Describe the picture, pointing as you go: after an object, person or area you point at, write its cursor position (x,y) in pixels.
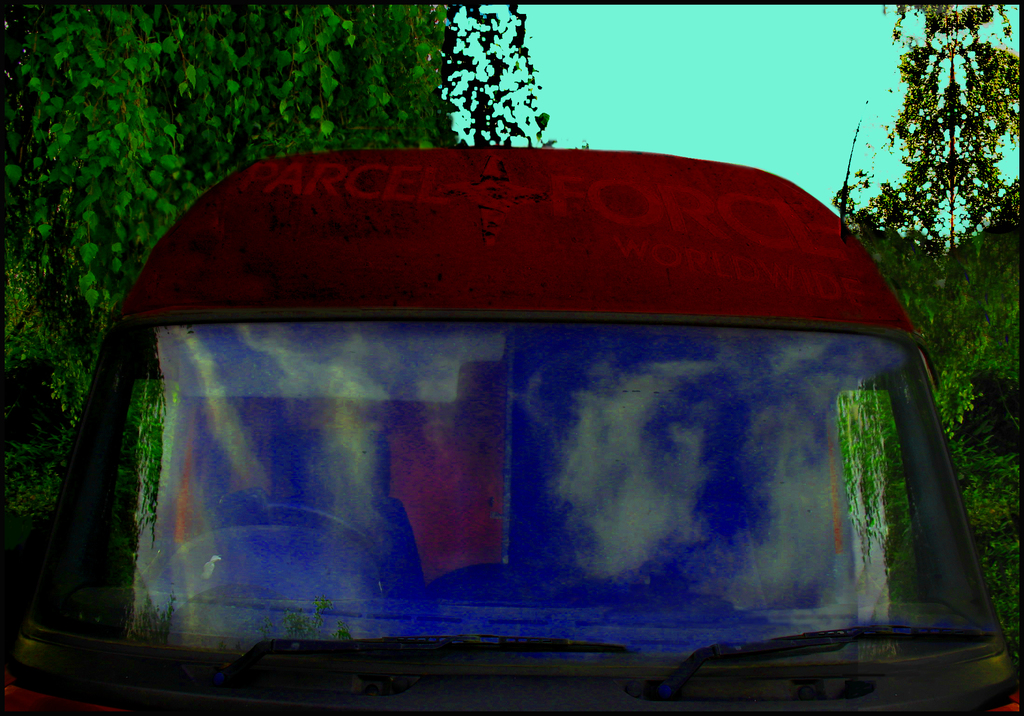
In the image we can see there is a vehicle (617,514) which is in red colour and its front glass (516,514) is clear. Behind there are trees (363,17).
